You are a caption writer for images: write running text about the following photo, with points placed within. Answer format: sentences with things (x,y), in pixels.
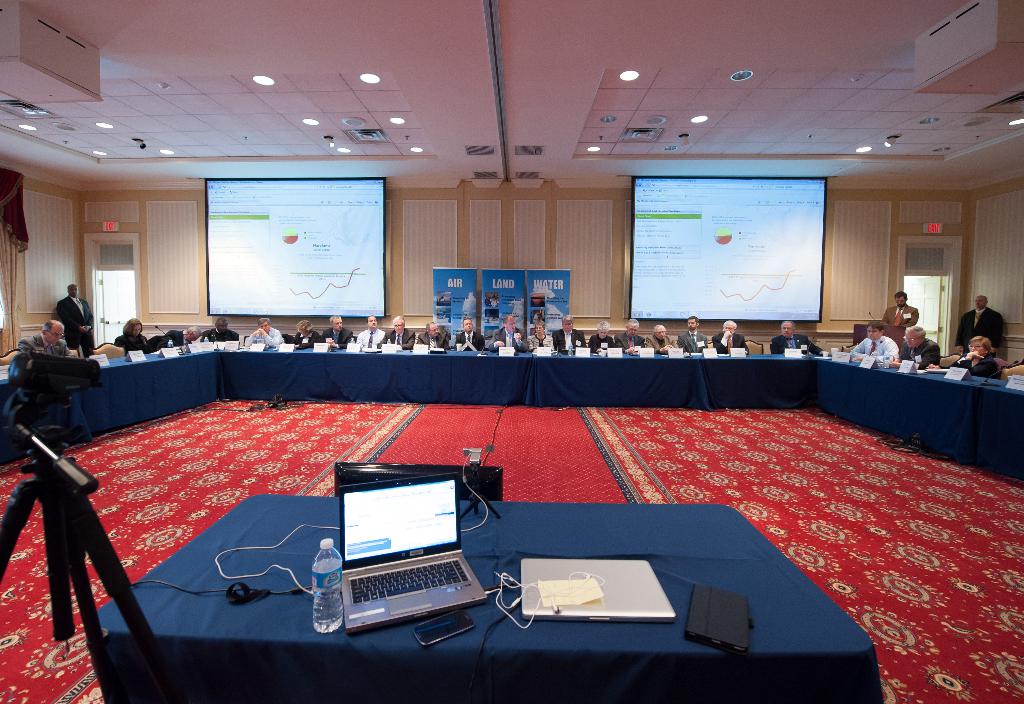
This image is taken in a conference room (964,555), in the foreground of the image (458,583) there is a table (666,633) with a bottle (341,590), laptop (373,550), phone (446,621), tab (697,592) and other objects (278,568) are on top of it, beside that there is a camera stand (56,488), in front of the table (216,553) there are so many people (726,345) sitting on the chairs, in front of them there is a table (837,367) with name plates (909,370) and other objects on it. On the left (72,322) and right side of the image (918,319) there are a few people (912,318) standing. In the background (689,219) there are two screens (294,185) hanging on the wall (405,250) and there are banners (464,294) with some text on it. On the left (113,316) and right side of the image (926,313) there are doors (934,303). At the top of the image (395,103) there is a ceiling (670,105) with lights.
